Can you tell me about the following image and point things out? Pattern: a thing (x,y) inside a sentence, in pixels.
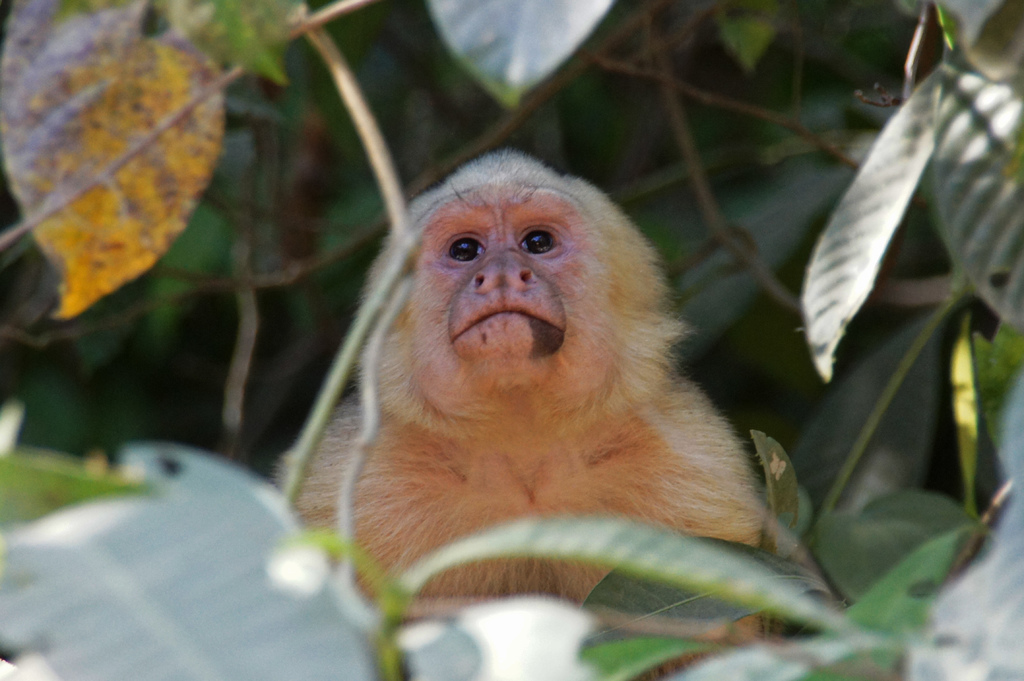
In this image I can see a monkey (452,458) and plants (614,45).
